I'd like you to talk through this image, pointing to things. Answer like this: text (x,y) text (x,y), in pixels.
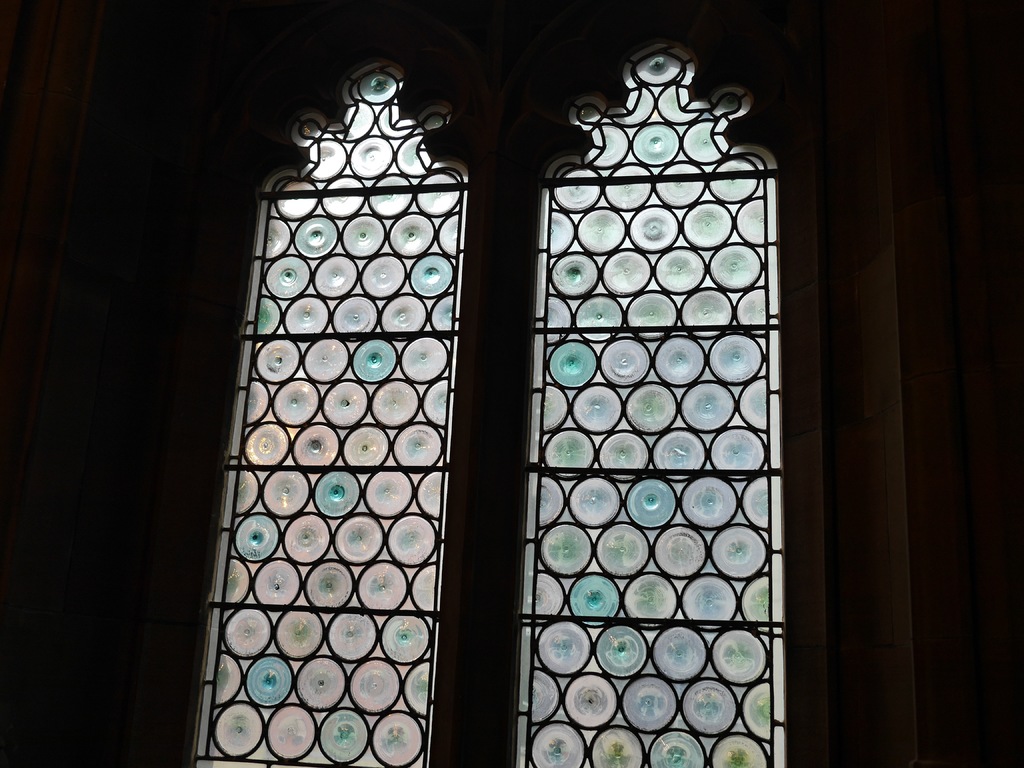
In this image we can see window doors (323,379), wall (444,162) and on the left side (196,254) the image is dark.
